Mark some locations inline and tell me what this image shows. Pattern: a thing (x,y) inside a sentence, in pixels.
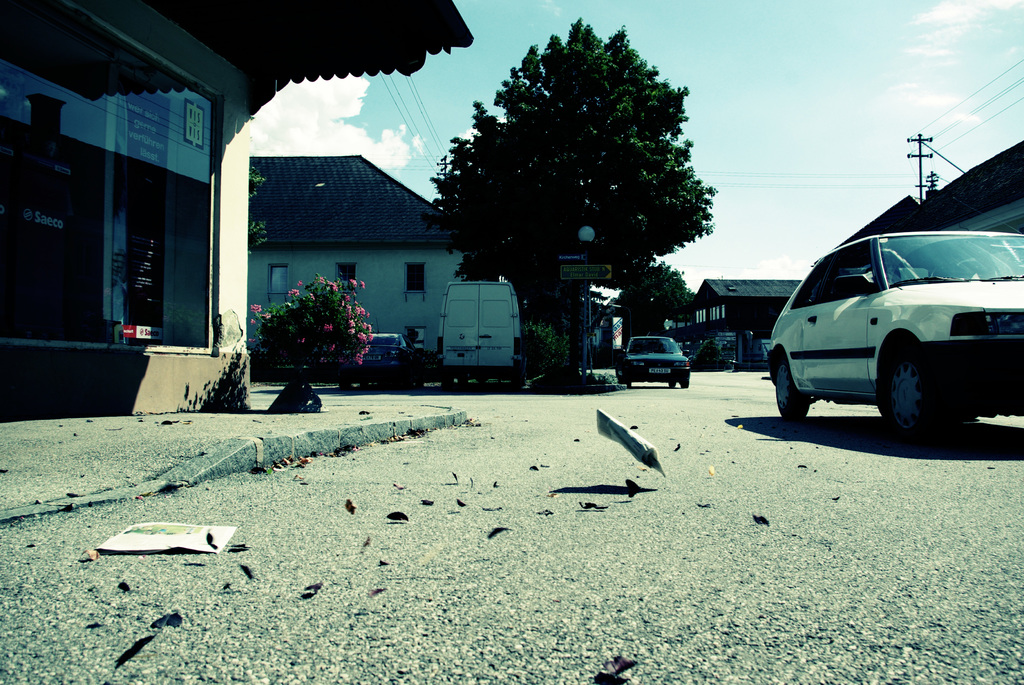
In the image I can see some houses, trees (566,328), poles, vehicles (661,341) and some things (350,447) on the ground (60,548).
